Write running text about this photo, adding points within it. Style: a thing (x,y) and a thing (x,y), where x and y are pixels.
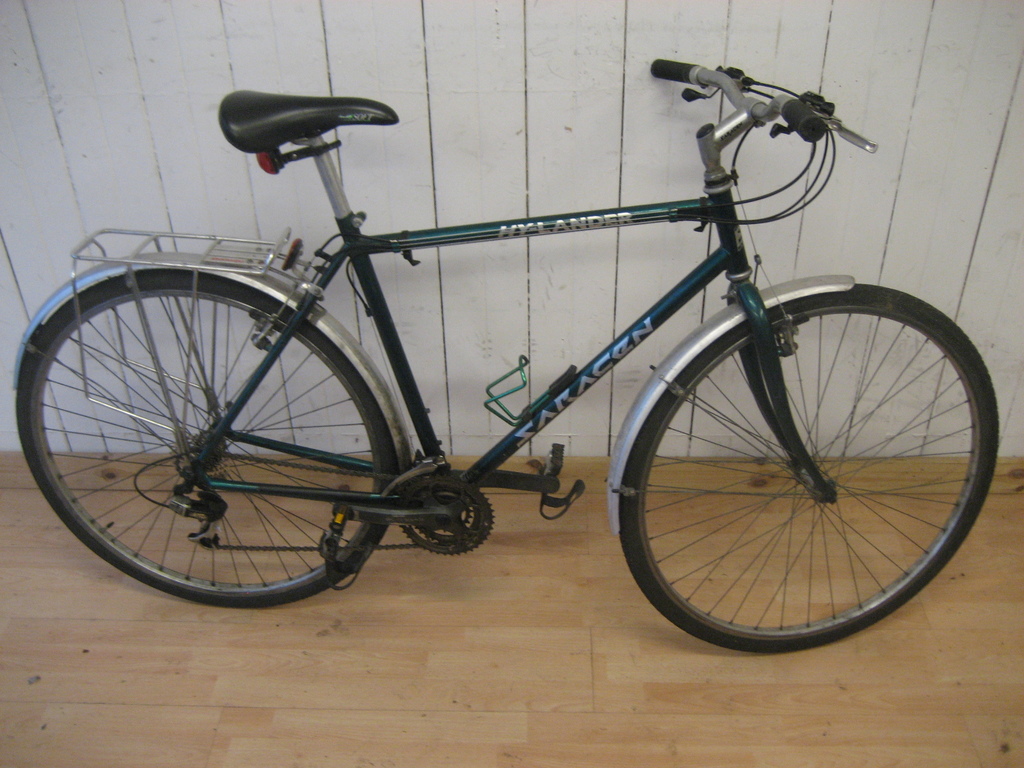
In the picture I can see a bicycle (723,319) which is of green and silver color which is leaned to the wall (425,128) and the wall (487,147) is of white color.
